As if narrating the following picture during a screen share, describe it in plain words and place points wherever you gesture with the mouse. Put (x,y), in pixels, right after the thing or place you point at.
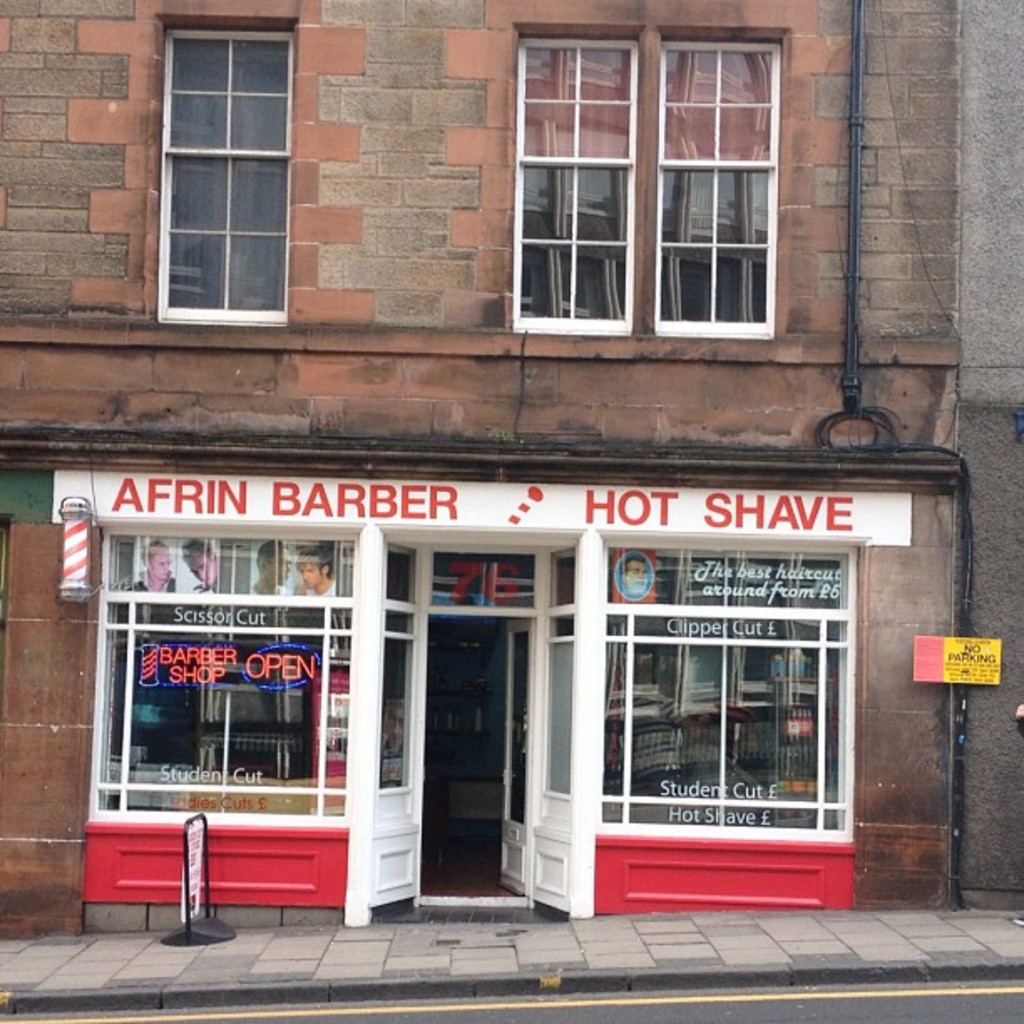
In this picture there is a barber shop (423,619) in the center of the image (580,512) and there are windows (587,134) at the top side of the image (186,284).
